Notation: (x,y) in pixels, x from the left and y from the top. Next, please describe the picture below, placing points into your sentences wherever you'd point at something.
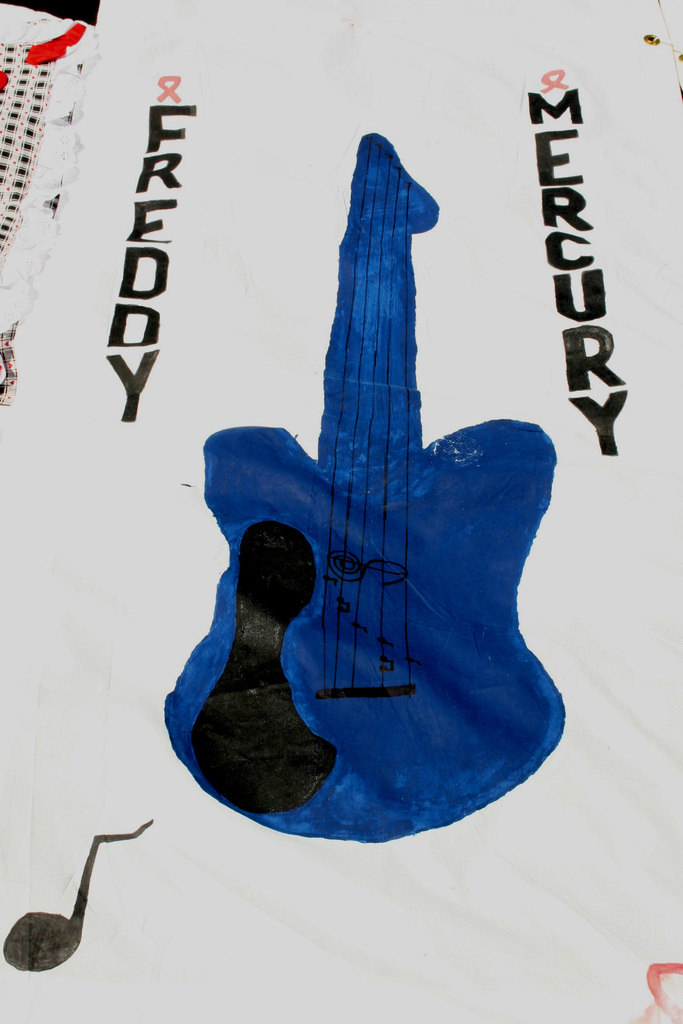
In this image, we can see a painting (262,772) of a guitar (515,778) in blue color.
